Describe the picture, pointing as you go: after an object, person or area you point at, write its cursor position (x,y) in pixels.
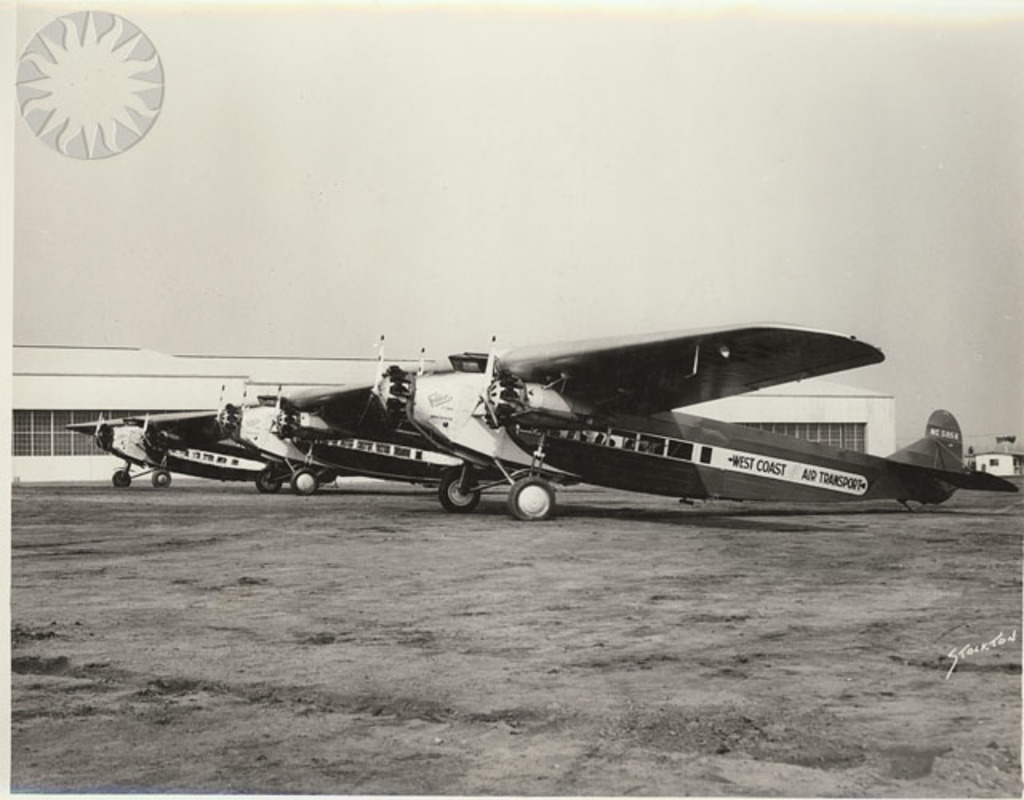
I see this is a black and white image and I see 3 aircrafts (392,453) over here and I see the ground (397,519). In the background (93,299) I see a building (38,390) and I see the sky (693,165) and I see the watermark (59,50) on the top corner (120,71) and I see another watermark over here and I see few words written on this aircraft (591,481).
